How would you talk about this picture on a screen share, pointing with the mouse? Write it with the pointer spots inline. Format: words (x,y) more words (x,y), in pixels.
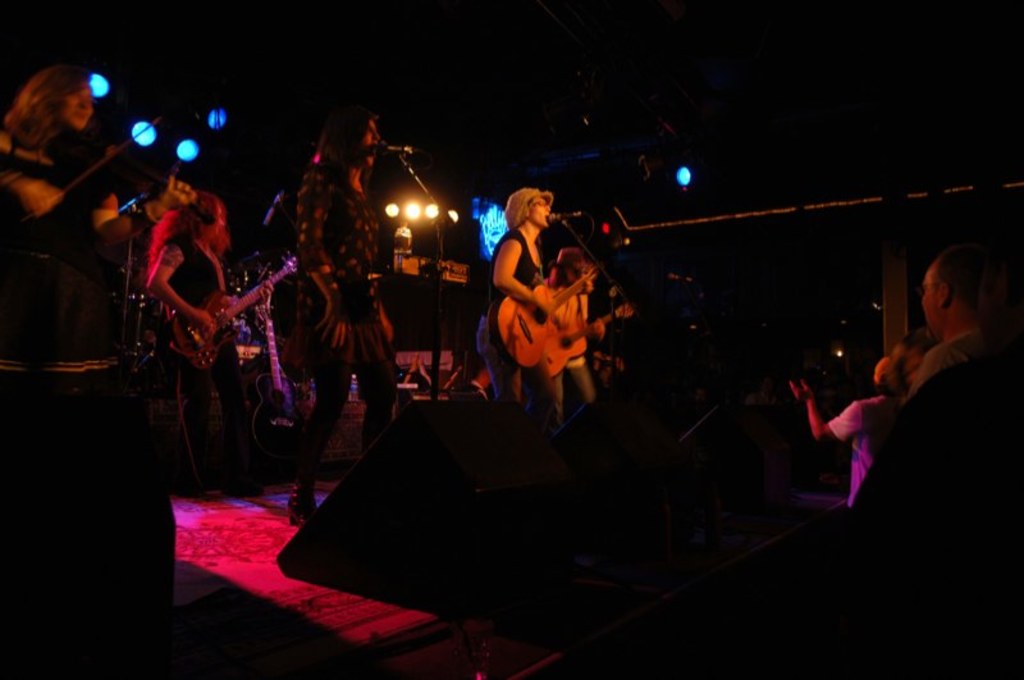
There are few people (166,261) standing and singing song and playing guitars (542,316). These are the mike (555,220) attached to their mic stands (593,256). I think this is a speaker (518,491). Here are few people (889,435) standing and watching the performance. These are the show lights (193,144). I think this is the stage show, background (460,99) is dark.
